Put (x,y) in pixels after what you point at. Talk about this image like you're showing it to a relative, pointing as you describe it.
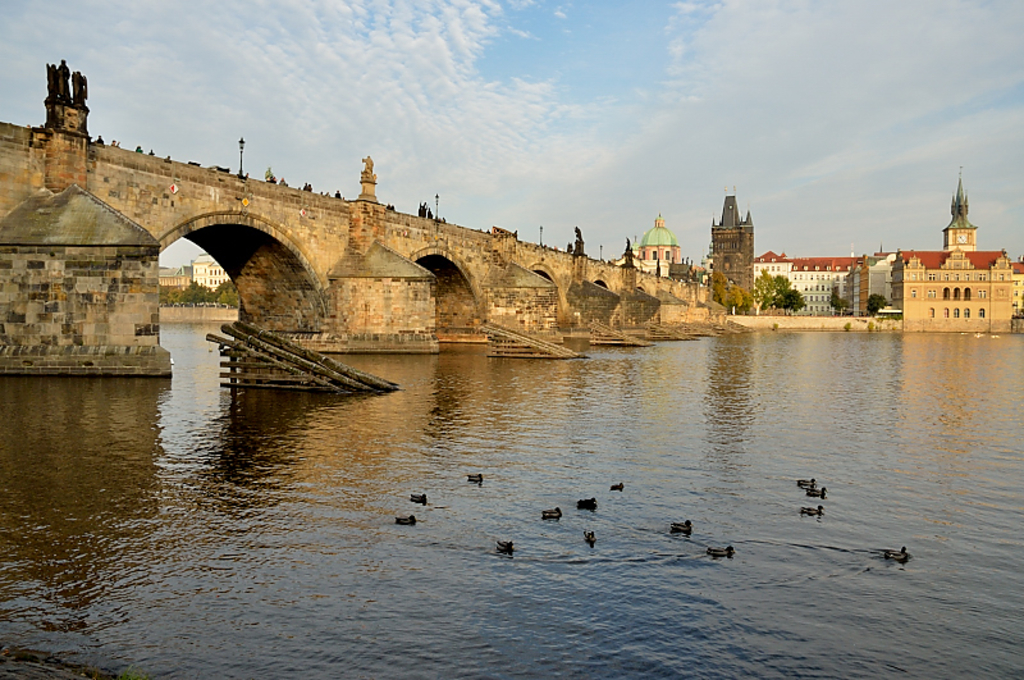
In this image we can see a bridge (418,309) with some statues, street poles (241,169) and some people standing on it. We can also see the wooden frames (235,363), a group of birds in a large water body (718,499), some trees (802,304), buildings (931,296) with windows (967,291) and the sky (773,134) which looks cloudy.
